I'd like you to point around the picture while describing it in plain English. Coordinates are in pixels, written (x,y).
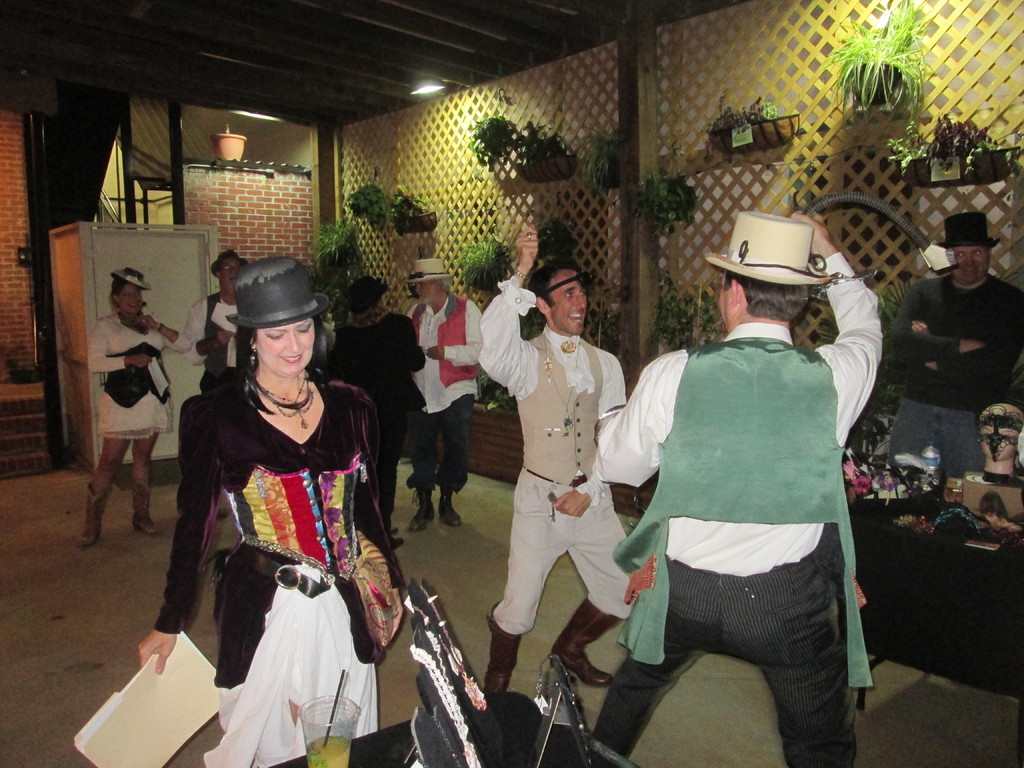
In this image I can see number of people (444,413) are standing and I can see except one rest all are wearing hats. On the left side of the image (257,585) I can see a woman (297,662) is holding a file (182,631) and in the front of her I can see a glass (340,707) and few other things (542,676). On the right side of the image (957,555) I can see a table (953,540) and on it I can see number of stuffs (854,454). In the background (888,78) I can see number of plants (381,193), a pot (233,152), a white colour thing (119,234) and on the top side of the image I can see few lights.
